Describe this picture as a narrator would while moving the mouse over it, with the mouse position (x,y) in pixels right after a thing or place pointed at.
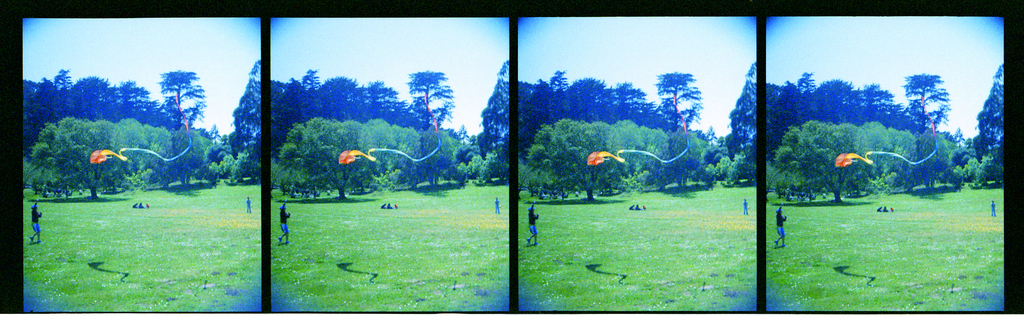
In this image we can see four photos containing same content. There is a person (286,208) standing and flying a kite (347,158). In the background (378,180) there are trees (378,118). At the top (383,52) there is sky (379,65). At the bottom (370,272) we can see grass (425,250).
